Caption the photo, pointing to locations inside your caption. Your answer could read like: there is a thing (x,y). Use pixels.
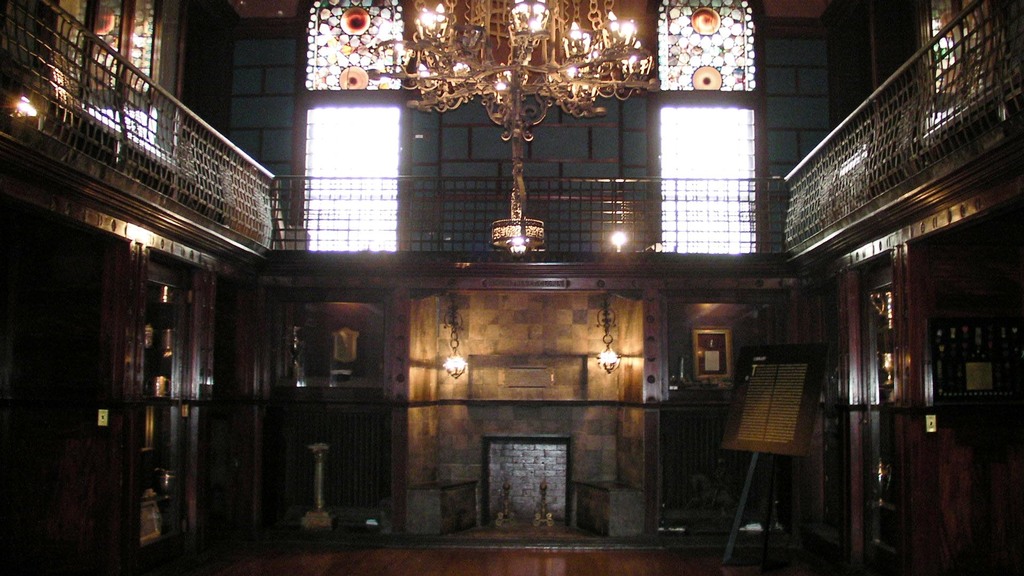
This picture is clicked inside the building (684,473). On the right side (946,490), we see a wall (955,436) and a door (893,455). Beside that, we see a stand (753,463) and a board (793,435) in brown color with some text (784,417) written on it. Behind that, we see a wall (746,317) on which a photo frame (722,338) is placed. Beside that, we see the benches (628,497), fireplace (568,482) and the lights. On the left side (74,388), we see the wall (73,370) and the glass door (176,325). At the top (113,147), we see the railing (247,214). In the background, we see a green wall (441,156). At the top (487,65), we see the chandelier (521,234).
